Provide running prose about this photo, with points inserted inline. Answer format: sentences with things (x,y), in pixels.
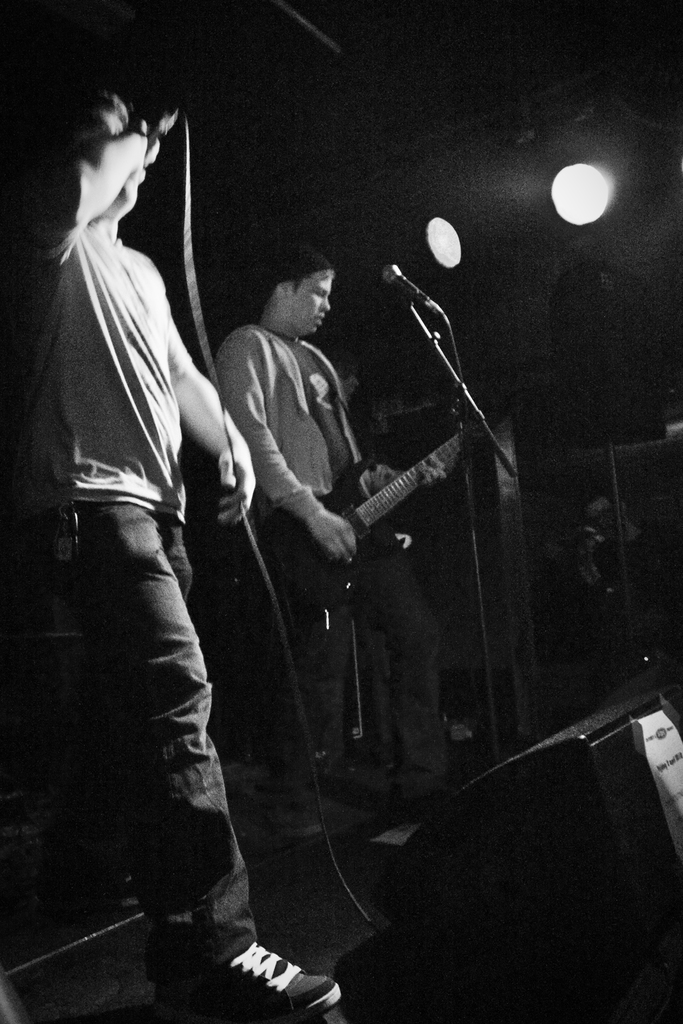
The person (343,455) in the right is playing guitar (401,486) in front of a mic (446,316) and the person (153,306) in the left (132,316) is standing and singing in front of a mic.
